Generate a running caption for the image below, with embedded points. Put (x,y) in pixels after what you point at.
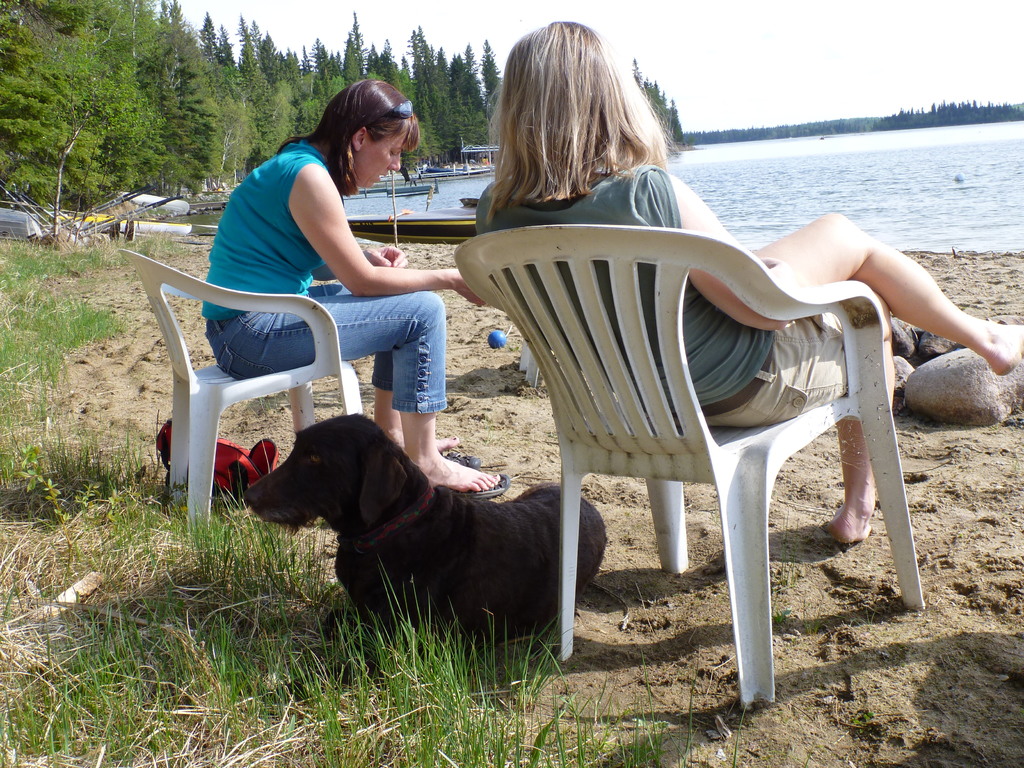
I can see this image two women (313,204) are sitting on a chair (267,302) in front of a lake (830,161) along with the dog (358,524) which is in black color. I can also see there are few trees (169,80).
